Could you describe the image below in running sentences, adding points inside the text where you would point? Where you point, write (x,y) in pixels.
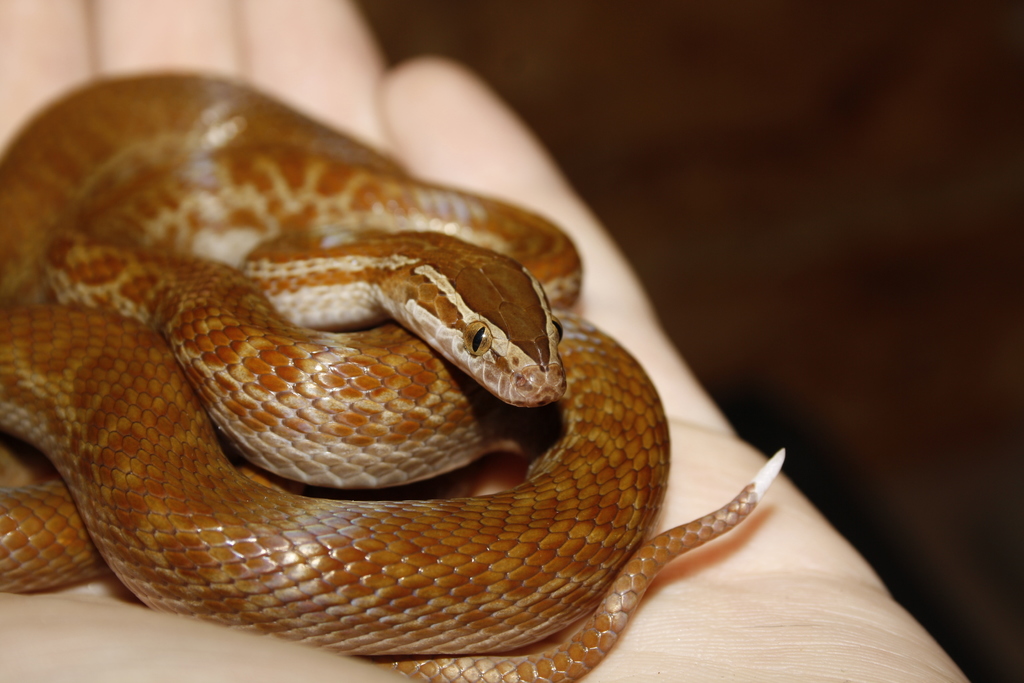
As we can see in the image there is a hand (732,452) and a snake (379,356).
